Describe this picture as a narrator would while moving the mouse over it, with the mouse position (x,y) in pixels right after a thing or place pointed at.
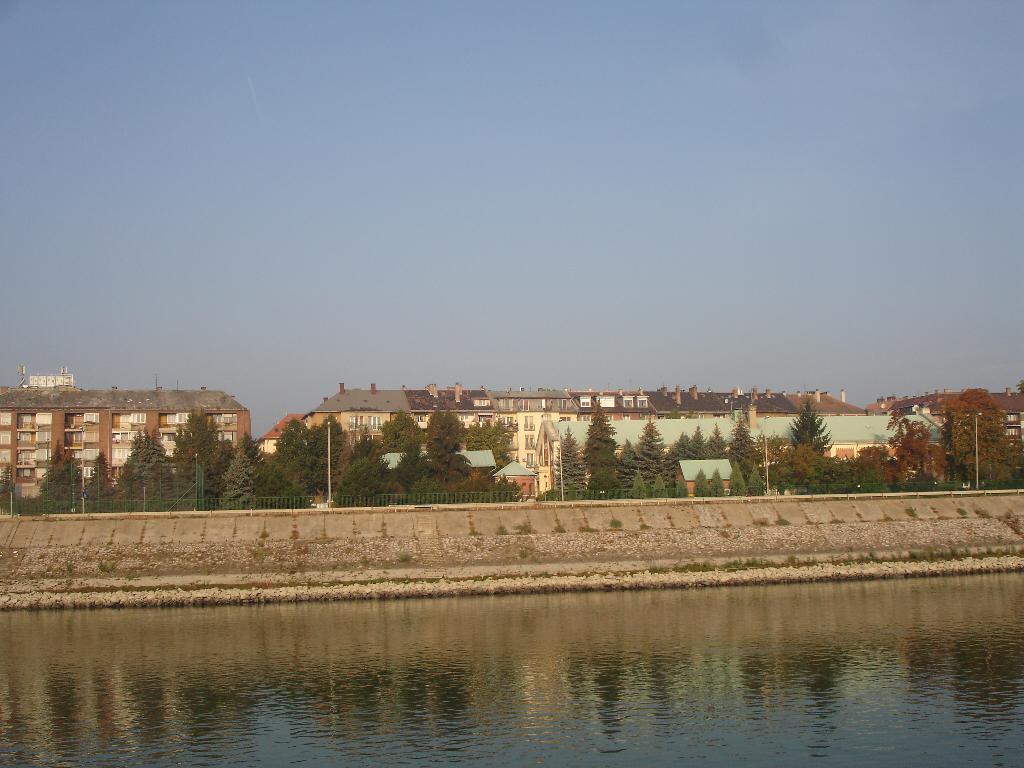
In this image I see the water (318,645) over here and I see few poles (976,479). In the background (981,453) I see the trees (973,443), buildings (662,435) and I see the clear sky (498,169).
